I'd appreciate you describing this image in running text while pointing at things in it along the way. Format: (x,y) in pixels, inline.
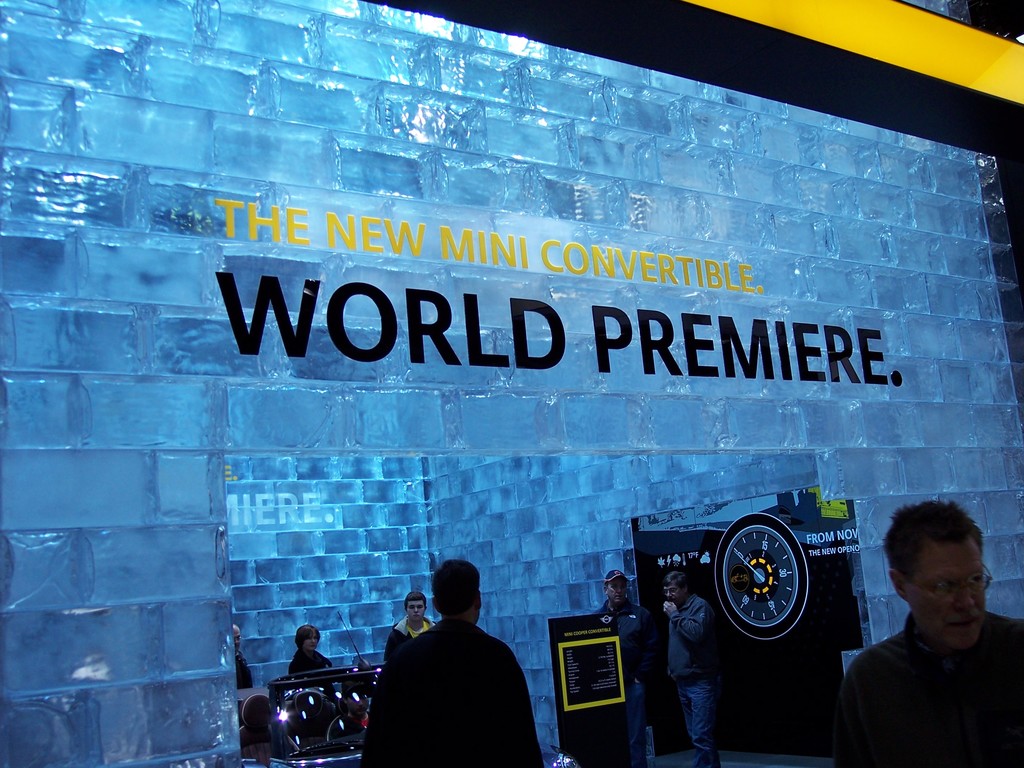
In the image there are few persons (478,711) standing in the front (453,682) and behind it seems to be store (778,299) made of ice cubes (588,239) with some equipment (300,721) inside it.
